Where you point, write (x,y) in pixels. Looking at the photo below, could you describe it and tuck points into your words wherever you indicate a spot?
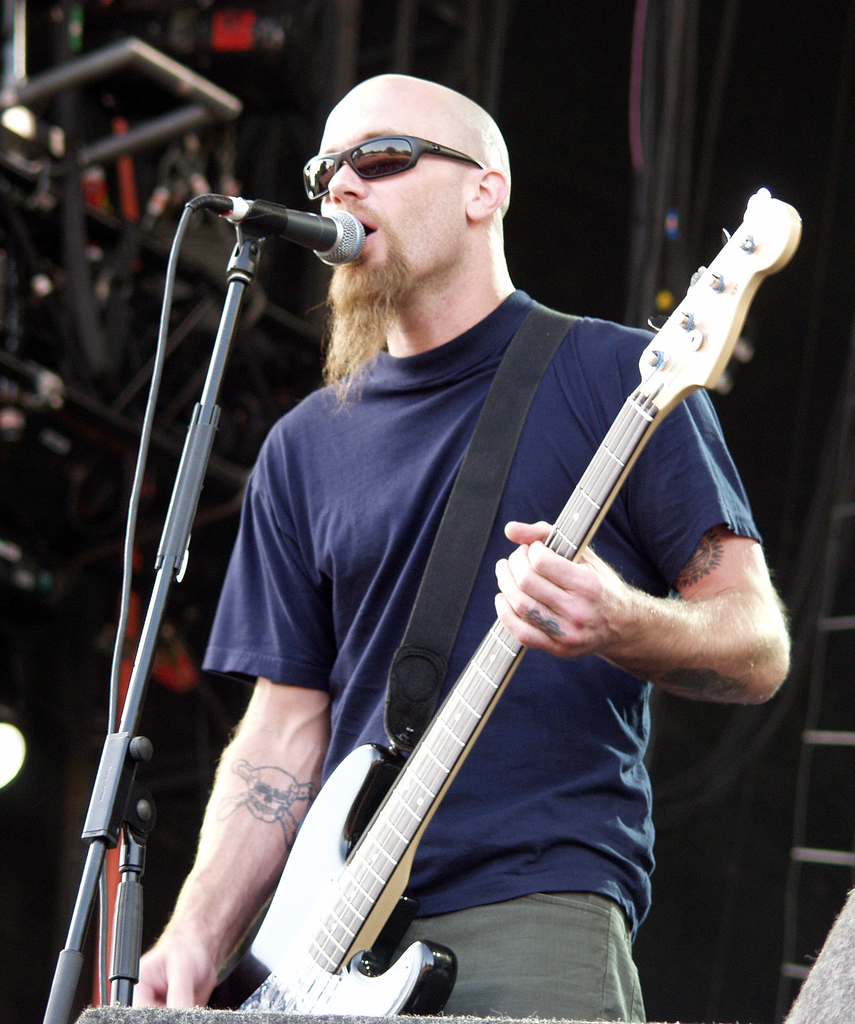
In this image in the front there is mic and in the center (472,422) there is a person (475,386) standing and holding a musical instrument (415,819) in his hand (502,612) and singing and the background (799,737) is blurry.
